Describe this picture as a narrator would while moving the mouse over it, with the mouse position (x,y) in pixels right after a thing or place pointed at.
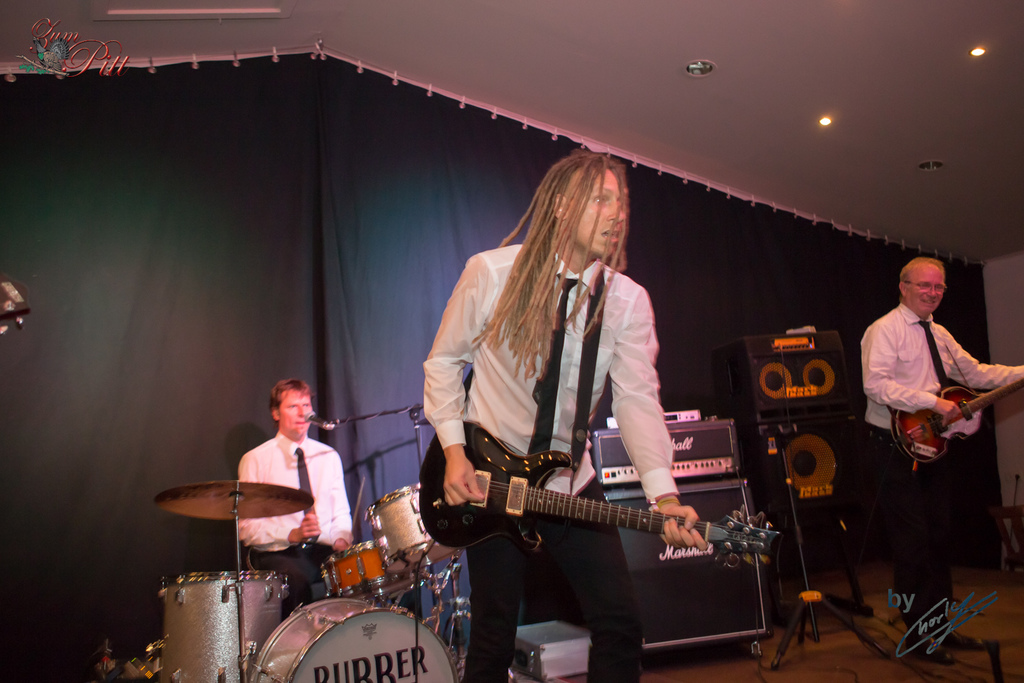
At the top (635,52) we can see ceiling (870,111) and lights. There is a cloth (270,242) on the background (417,227). We can see one man (298,463) sitting and playing drums (399,600) in front of a mike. Here we can see two men (907,391) standing and playing guitar (967,408). These are speakers (782,462). This is an electronic device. This is a platform (835,663).
